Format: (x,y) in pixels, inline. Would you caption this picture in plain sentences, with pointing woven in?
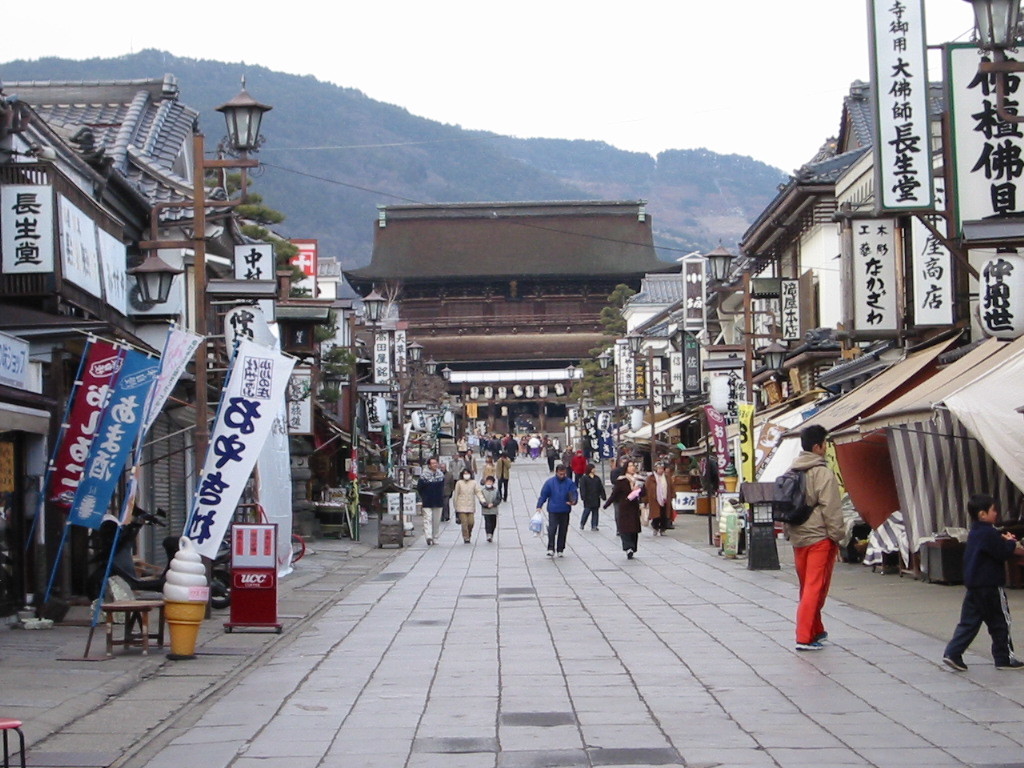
In this image we can see buildings (627,267), poles (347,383), boards (310,411), banners (206,542), table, chairs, tents (779,472), trees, and people (987,592). In the background (294,83) we can see mountain (607,180) and sky (753,61).
